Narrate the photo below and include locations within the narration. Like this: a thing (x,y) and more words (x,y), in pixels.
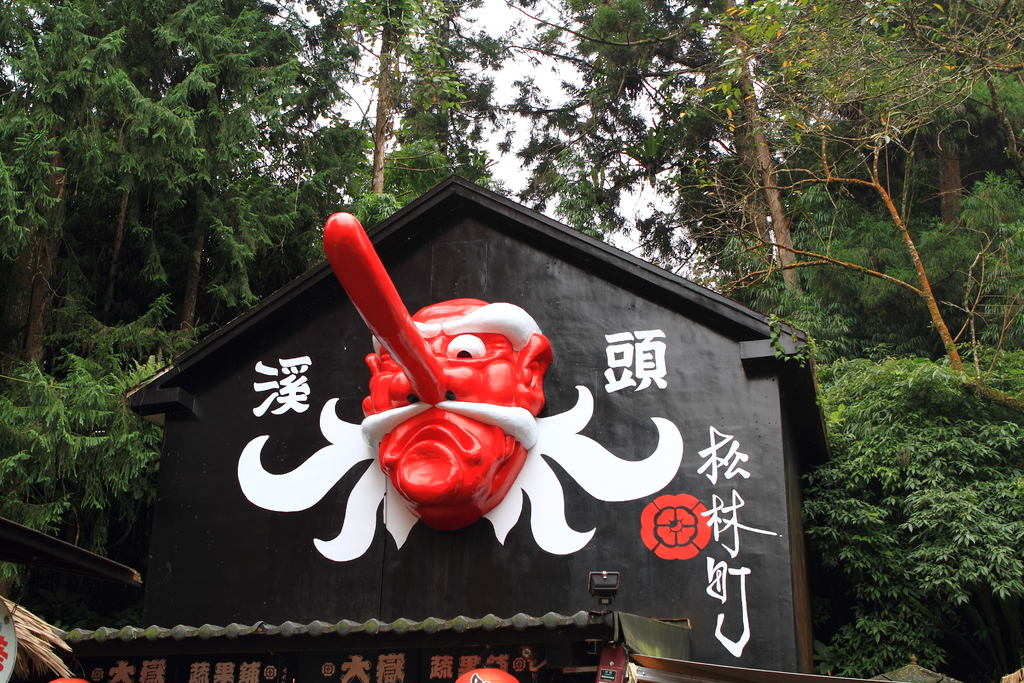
In this image we can see a wooden black color house (658,469) with some text (198,667) written on it. Behind so many trees (988,29) are present.
